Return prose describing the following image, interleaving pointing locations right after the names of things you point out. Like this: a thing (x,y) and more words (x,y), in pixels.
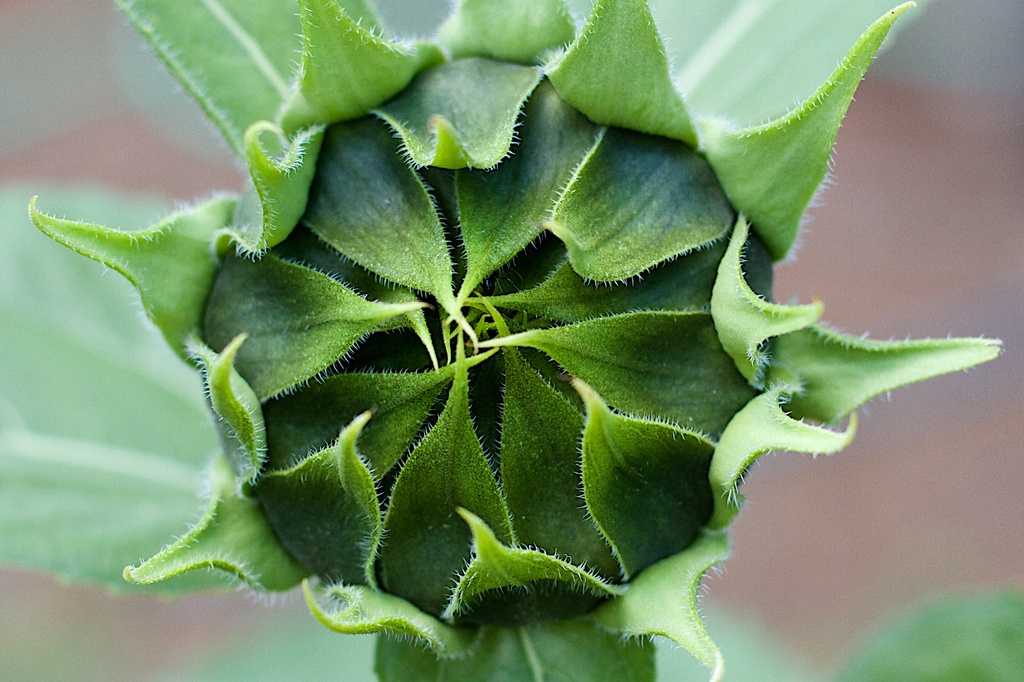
In the picture we can see a green color plant (475,499) with a bud (236,317) covered with leaves (381,261).
